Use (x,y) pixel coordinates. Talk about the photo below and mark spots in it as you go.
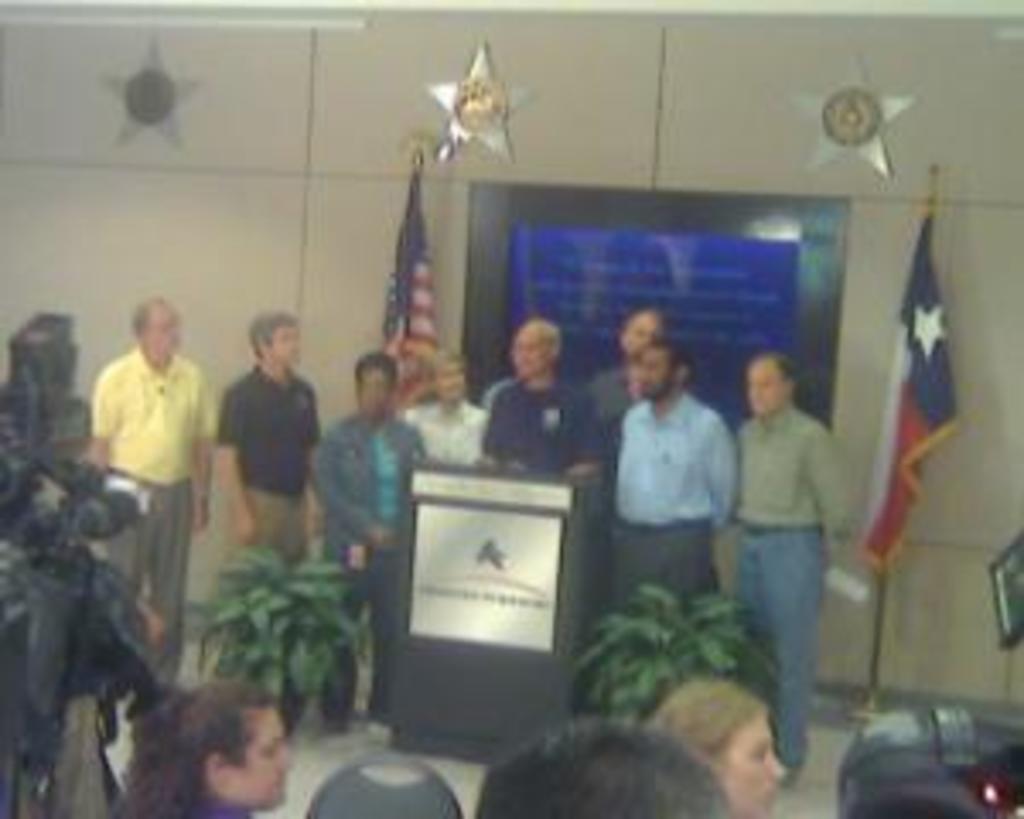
Here we can see a group of people (546,427). In-front of this person (539,432) there is a podium (464,522). Beside this podium (455,589) there are plants (681,624). Backside of these people (753,411) there are flags (403,254) and board (740,413). Stars (828,121) are on the wall (267,109).
